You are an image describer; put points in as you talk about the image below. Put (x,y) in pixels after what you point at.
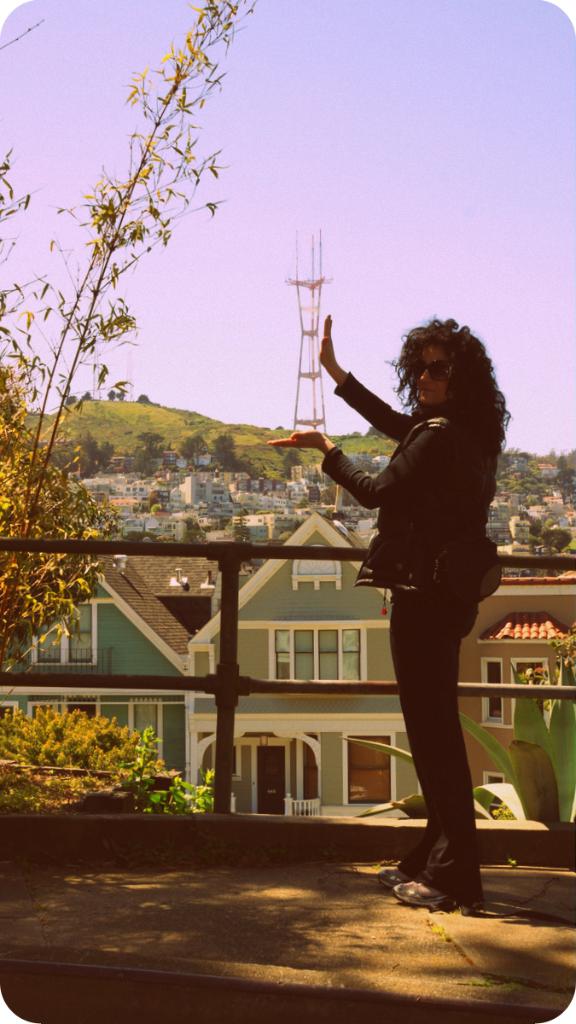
This is an edited image. In the center of the image (314,375) we can see a tower (314,375). In the background of the image (198,424) we can see the hills (211,433), trees (4,423), buildings (320,633), roofs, windows (503,780), door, railing (508,556). On the right side of the image (471,842) we can see a lady (473,511) is standing and wearing a black dress (432,596). At the bottom of the image (234,950) we can see the road (281,908). At the top of the image (329,176) we can see the sky (329,176).
